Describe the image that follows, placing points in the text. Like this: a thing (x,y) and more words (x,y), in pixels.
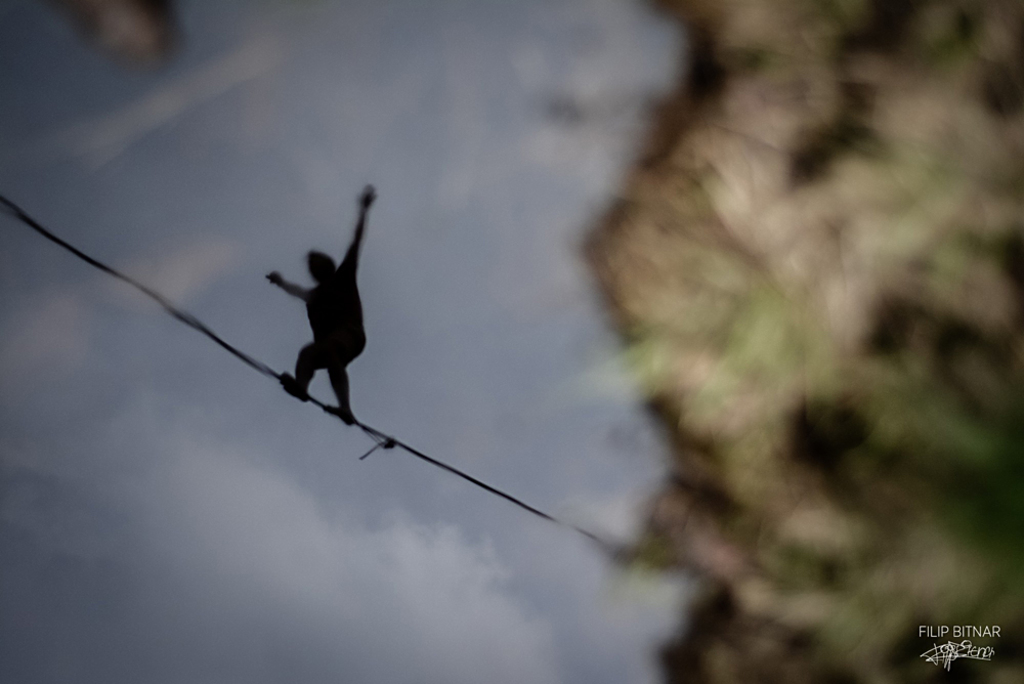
In this image I can see a man (348,344) is standing on a rope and this is the sky (373,516).
